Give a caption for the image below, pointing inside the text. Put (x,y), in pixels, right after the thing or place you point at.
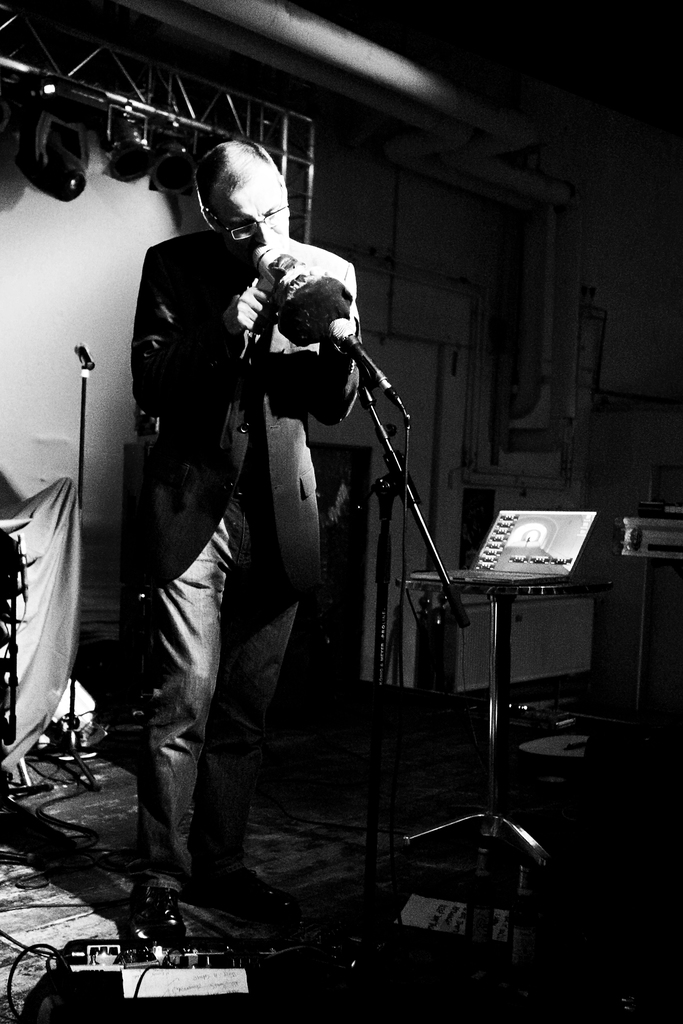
In this picture I can see there is a man (283,383) standing and he is having spectacles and there are few equipment (248,944) placed, there is an iron frame (22,72) in the backdrop (108,71) with few lights (157,179). There is a laptop (555,570) at right side (550,578).
